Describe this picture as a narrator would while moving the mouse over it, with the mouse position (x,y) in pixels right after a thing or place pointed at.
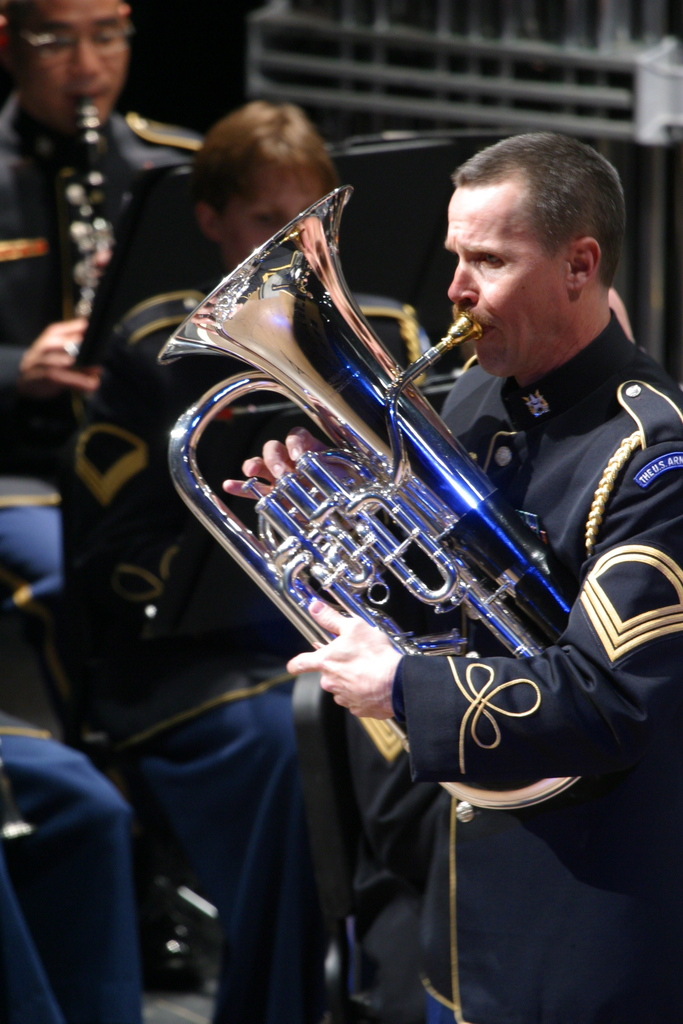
In the center of the image (353,677) we can see a person (561,523) standing and holding a euphonium (378,608). In the background (309,160) we can see persons (37,364) sitting with musical instruments (89,233).
